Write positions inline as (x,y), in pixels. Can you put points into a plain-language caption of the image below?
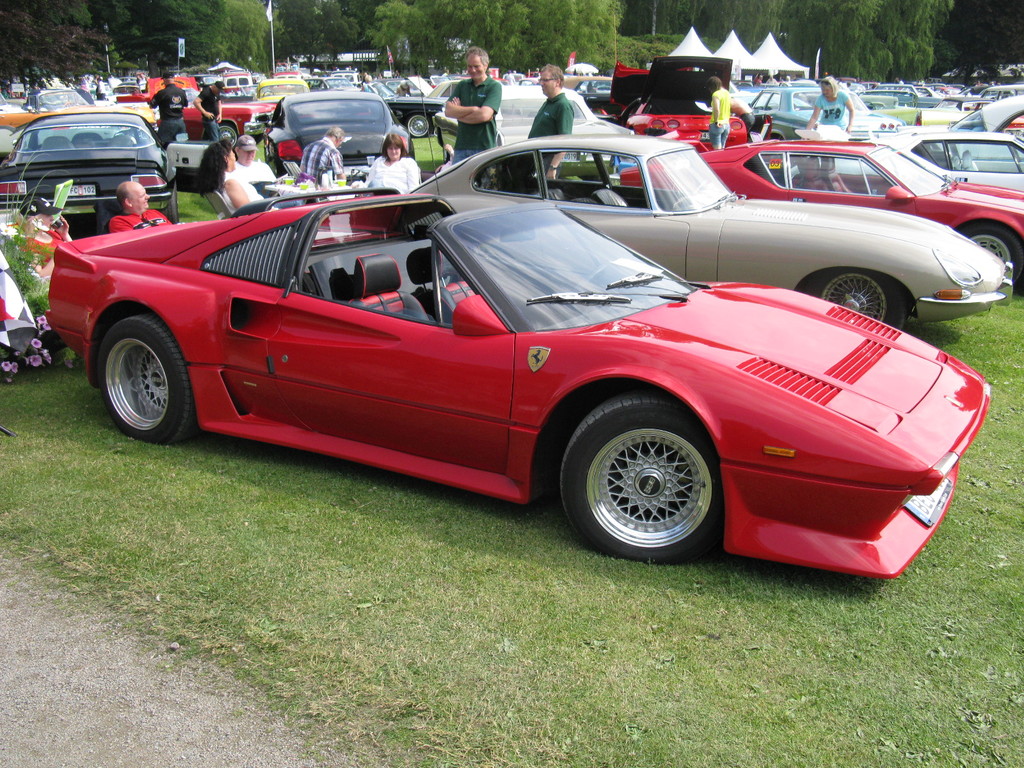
In this image there are cars (852,245) on a ground (267,535) there are people (261,179) sitting on chairs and few (770,77) are standing, in the background (753,43) there are tents (687,46) and trees (424,48).
